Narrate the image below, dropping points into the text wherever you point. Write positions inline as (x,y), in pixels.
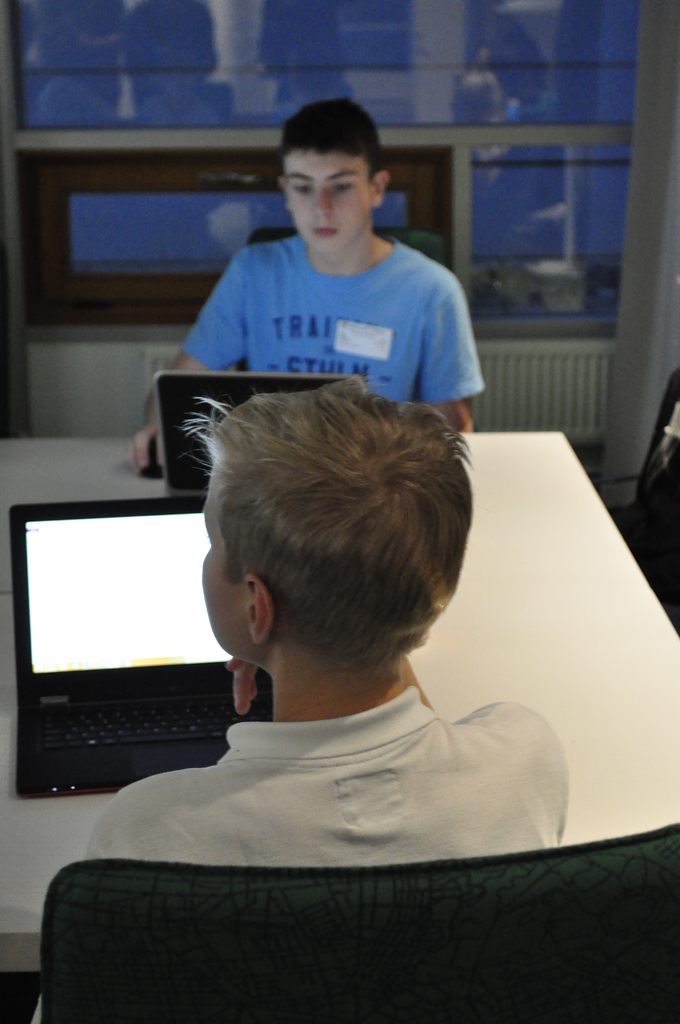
Here I can see two men (363,620) sitting on the chairs (359,997). In the middle of these two men (313,543) there is a table (472,638) on which two laptops (141,514) are placed. One man (288,291) is looking into the laptop (241,386). In the background (237,45) there is a glass (257,54).
